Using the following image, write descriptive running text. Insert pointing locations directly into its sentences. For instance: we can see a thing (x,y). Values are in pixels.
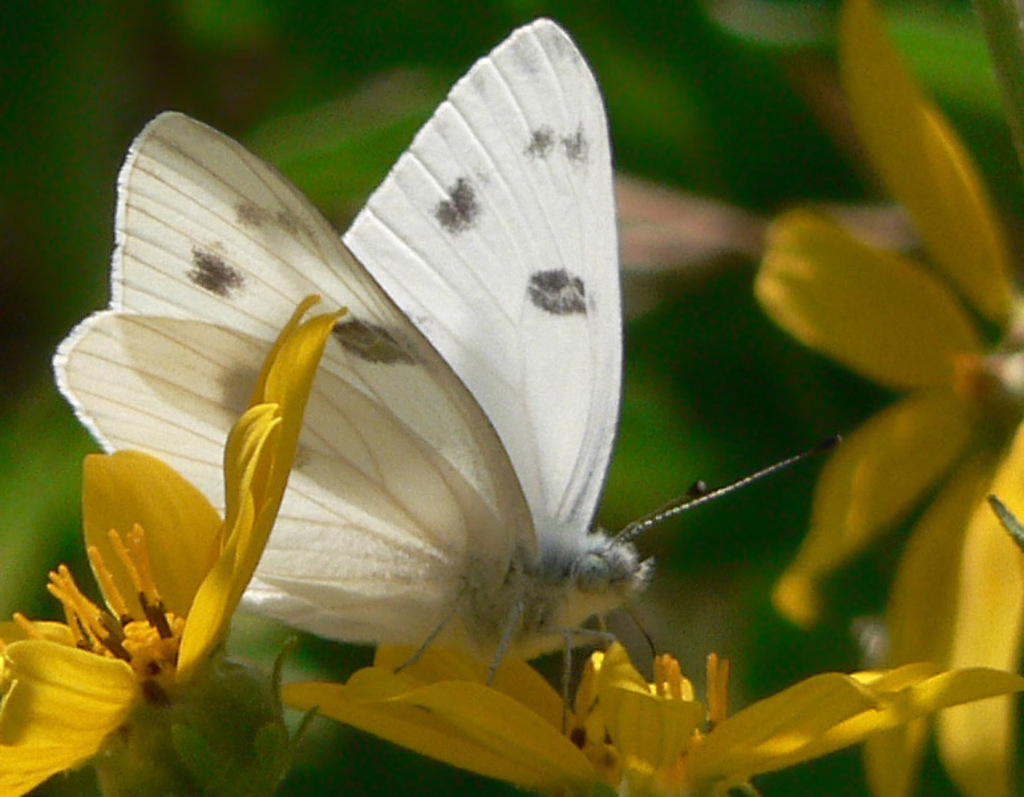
In this image there is a butterfly (462,526) on the flower (657,721). There are petals (447,693) and pollen grains (710,704) in a flower (805,707). The background (266,47) is blurry.
